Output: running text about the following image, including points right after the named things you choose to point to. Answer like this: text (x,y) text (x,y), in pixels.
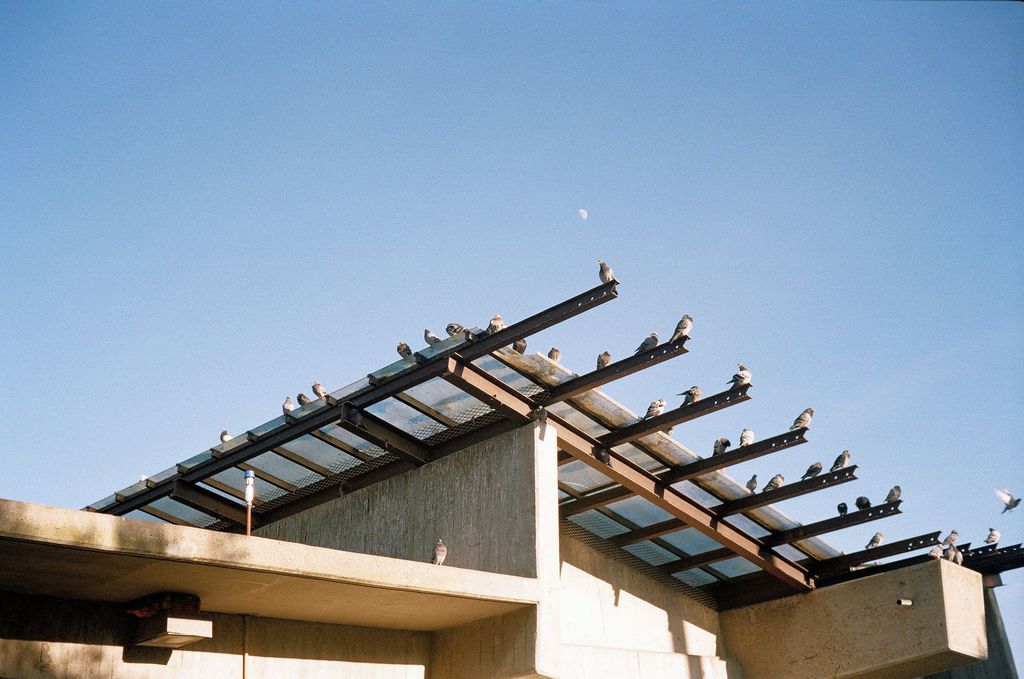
In this picture we can see a building (469,582), there are some birds (609,356) standing on metal rods (516,330), we can see the sky (384,133) at the top of the picture (403,126).
